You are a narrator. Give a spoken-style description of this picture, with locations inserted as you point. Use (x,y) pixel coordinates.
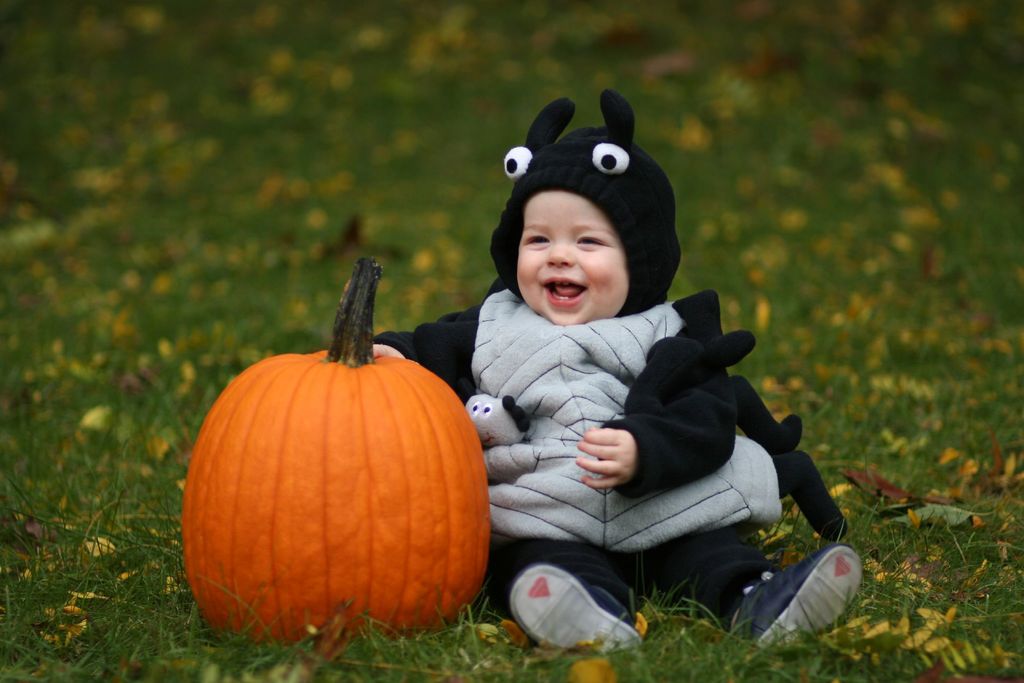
In this picture there is a kid (591,334) wearing fancy dress (622,399) is sitting on a greenery ground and there is a pumpkin (399,487) which is in orange color is beside him.
